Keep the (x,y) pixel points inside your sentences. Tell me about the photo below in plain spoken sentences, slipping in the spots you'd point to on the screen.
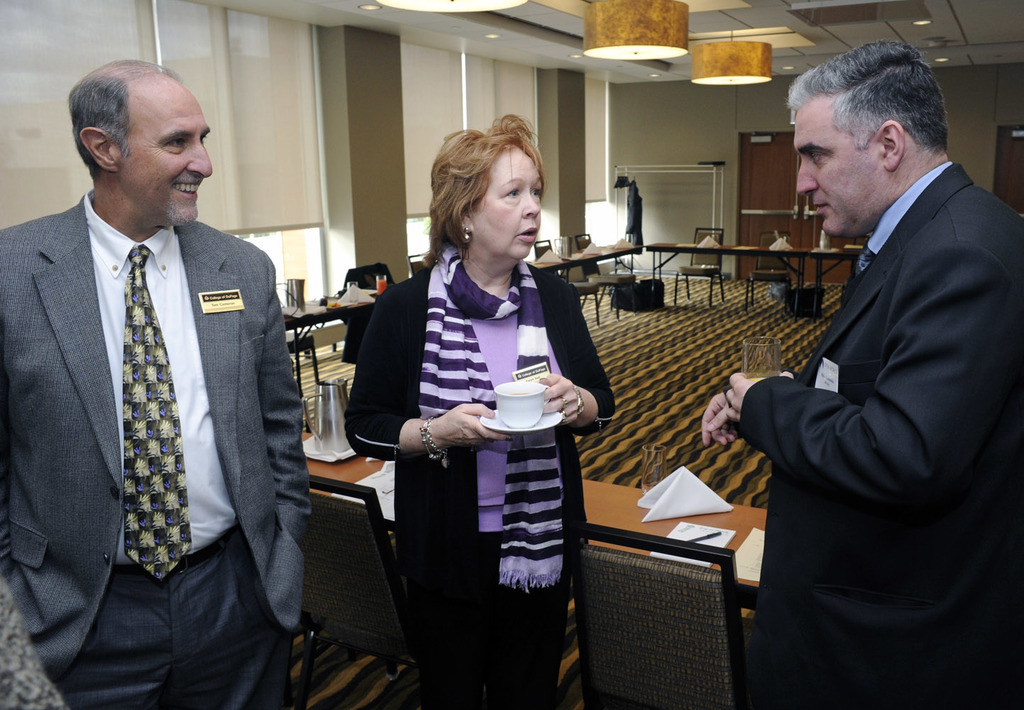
In the picture we can see a two man (241,402) and a woman (473,254) standing and a woman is holding a cup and saucer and man (853,368) is holding a glass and they are talking and in the background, we can see some tables (618,509) and tissues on it with a mug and wall (1015,106) with a door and to the ceiling (783,6) we can see the lights (647,17).
